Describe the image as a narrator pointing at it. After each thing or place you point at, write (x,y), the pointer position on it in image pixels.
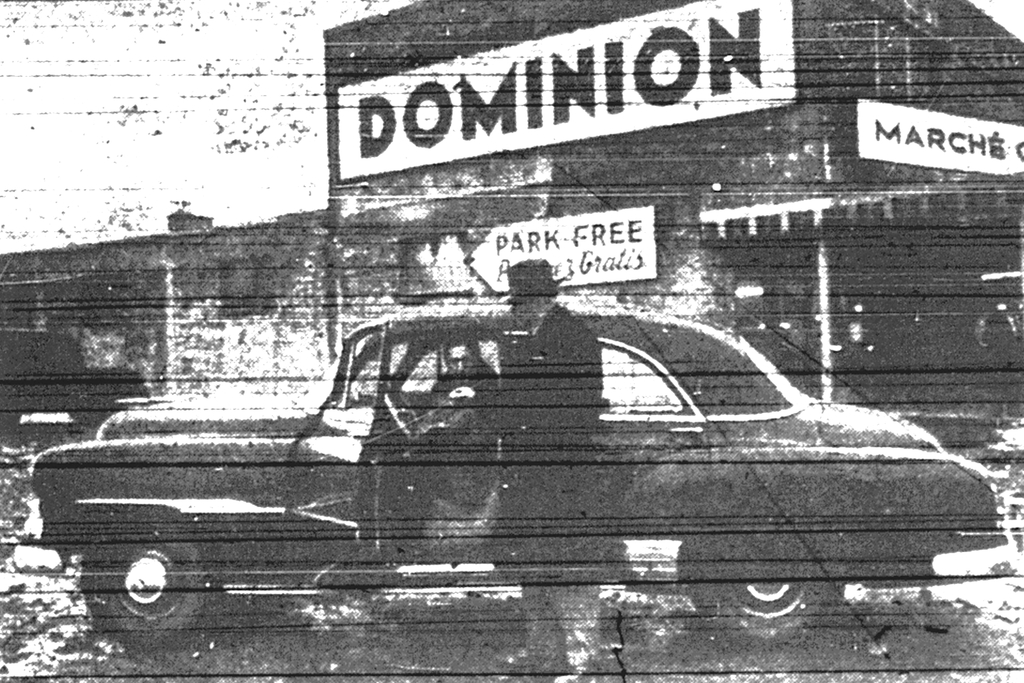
This is a black and white image in which we can see a person (483,416) sitting in a car (485,467) and a man (567,492) standing on the ground (960,666). On the backside (792,380) we can see a building (861,217) and the sign boards (613,262) with some text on them.
